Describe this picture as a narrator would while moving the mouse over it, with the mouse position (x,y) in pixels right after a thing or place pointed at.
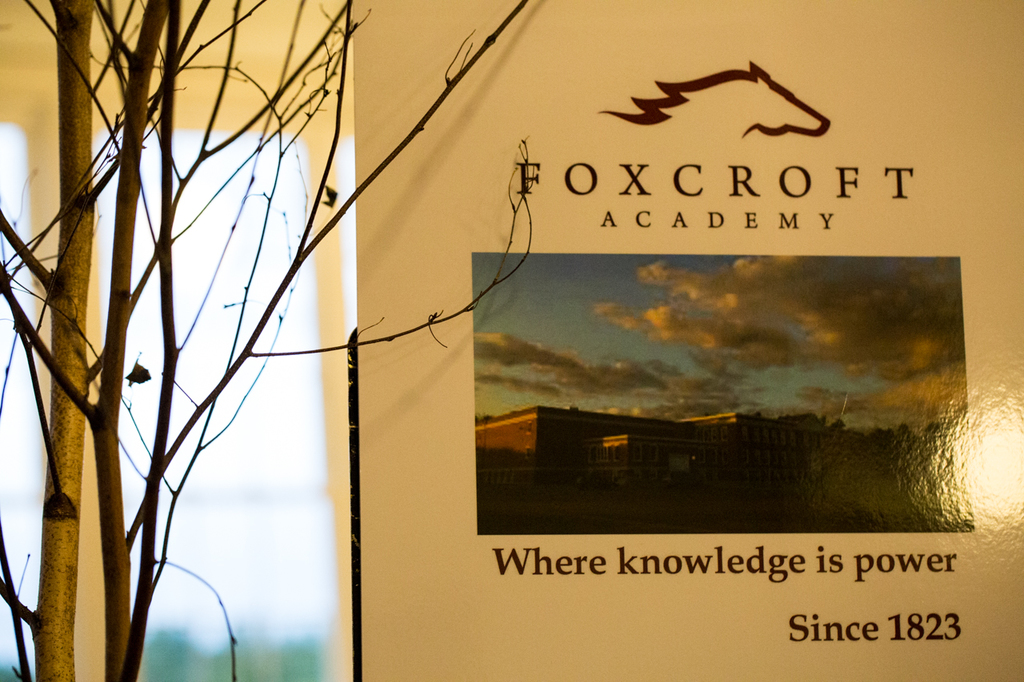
In this picture we can see a hoarding (781,250) and we can find some text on it, beside the hoarding (380,406) we can see plants (65,464) and we can see blurry background (310,475).
